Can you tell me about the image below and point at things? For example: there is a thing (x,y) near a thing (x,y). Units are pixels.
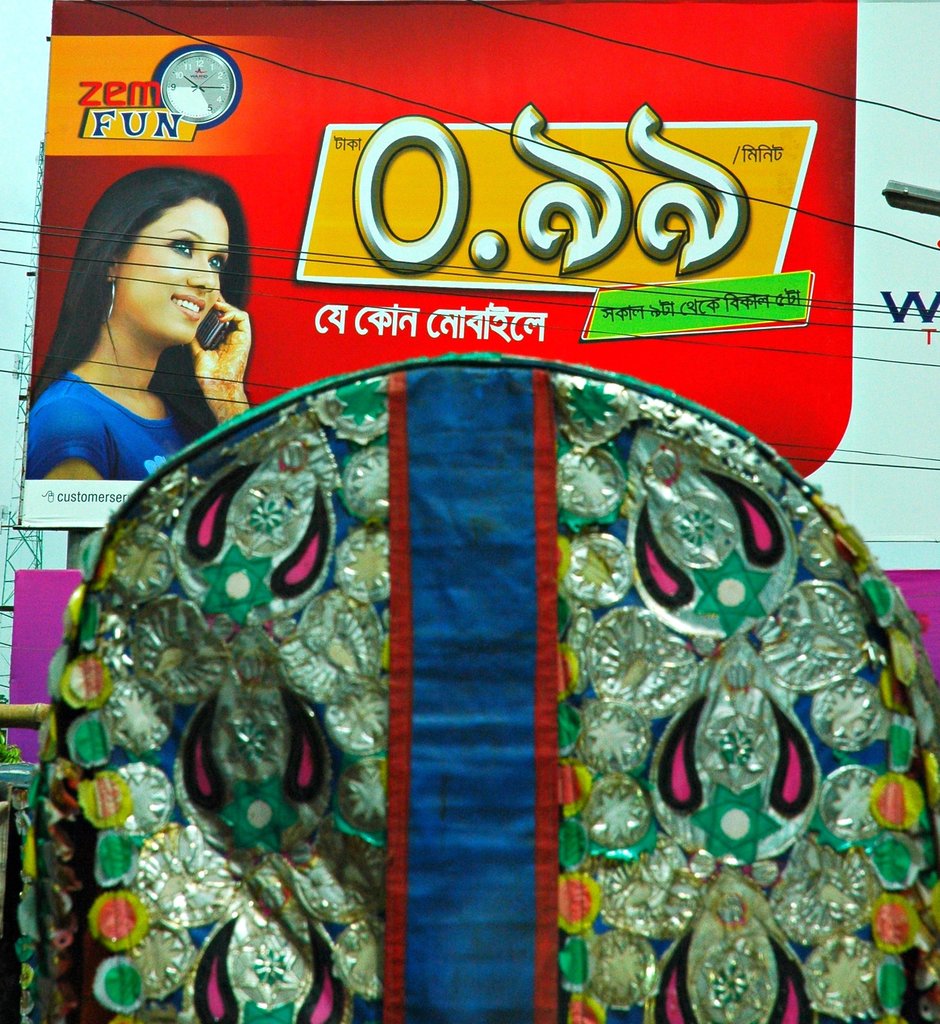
At the top (229,148) it's an advertisement board (461,296), on the left side (139,463) a woman (146,378) is talking on the mobile phone (216,326), she wore a blue color t-shirt (156,430).
